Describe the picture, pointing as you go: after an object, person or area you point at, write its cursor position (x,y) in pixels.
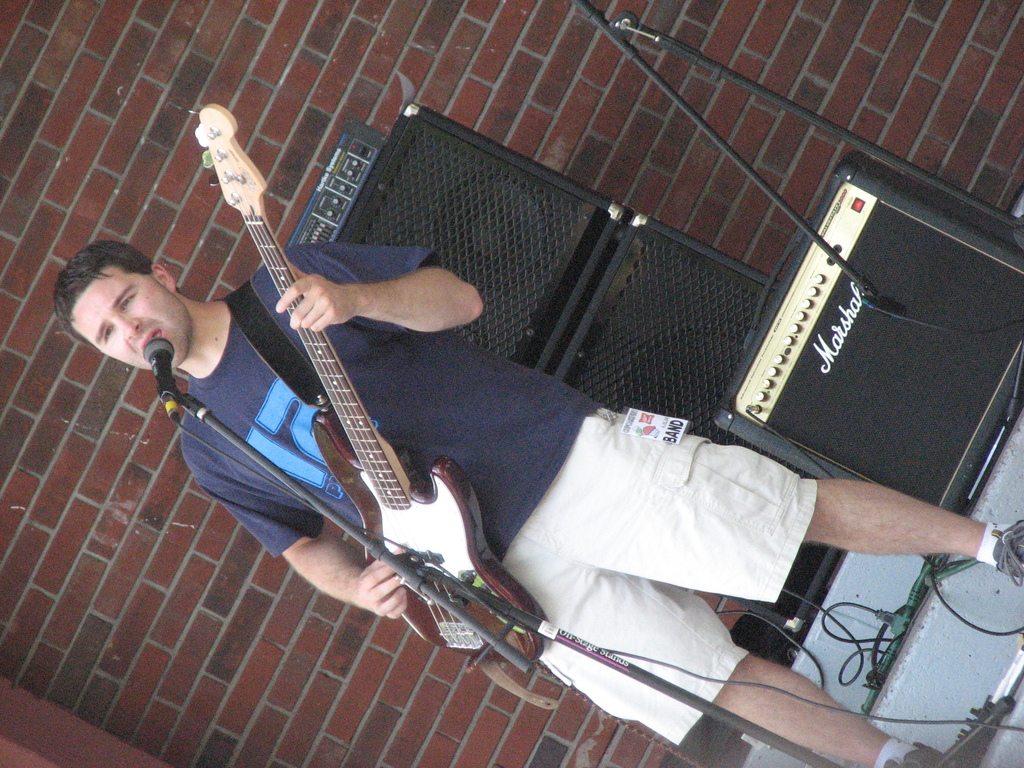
It looks like a music show, a man (681,579) is standing, he is playing a guitar (369,480) he is singing a song behind the man (196,347) there are big speakers (705,325) in the background (275,96) there is a brick wall (69,183).
